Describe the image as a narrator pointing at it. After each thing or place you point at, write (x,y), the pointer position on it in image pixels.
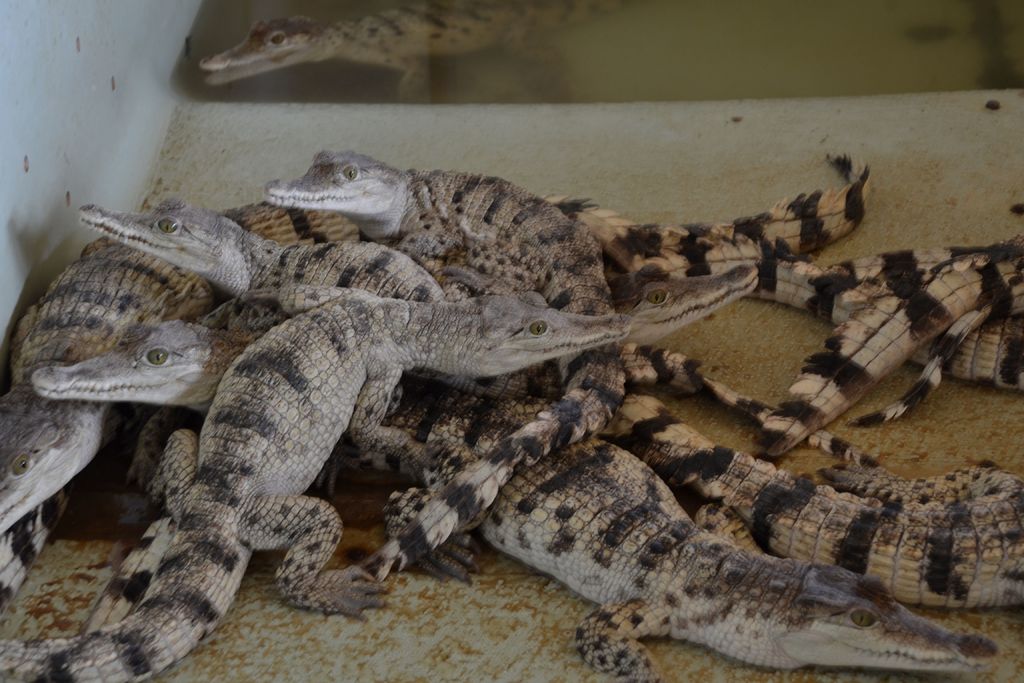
In the picture there are many crocodiles (234,530) and on the left side (44,139) there is a wall (40,126).
